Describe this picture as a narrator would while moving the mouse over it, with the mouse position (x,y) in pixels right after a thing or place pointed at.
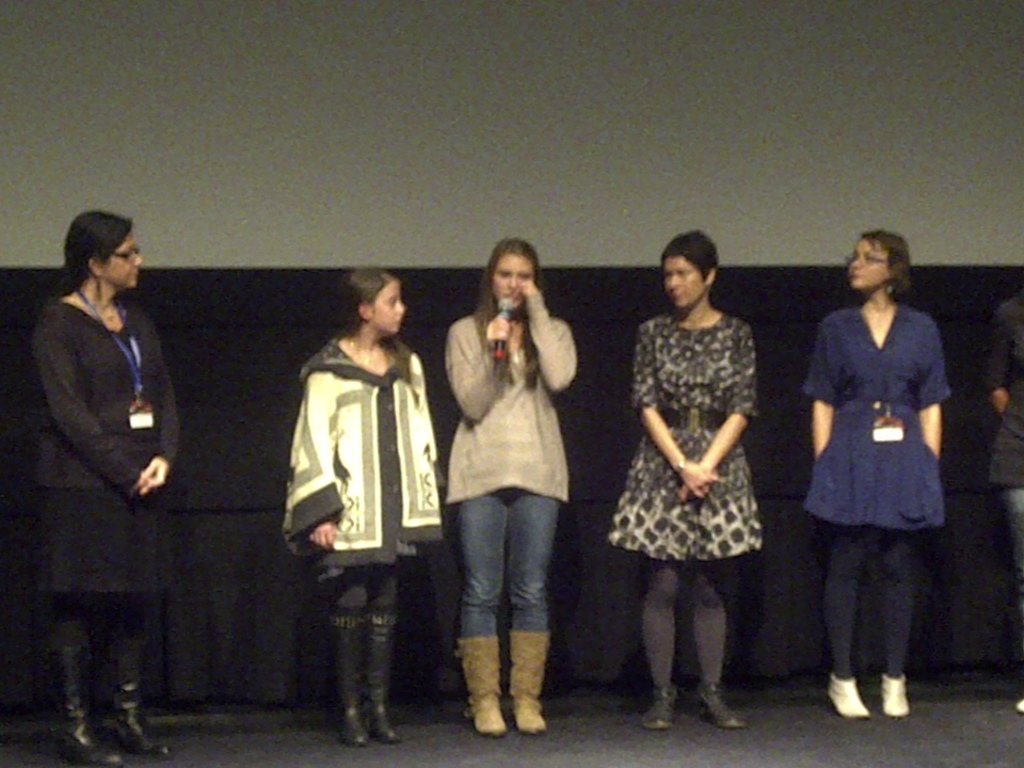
In this image there are six persons (856,370) standing one person (549,410) is holding a mic (495,346) in the background (450,37) there is a wall (753,202).
